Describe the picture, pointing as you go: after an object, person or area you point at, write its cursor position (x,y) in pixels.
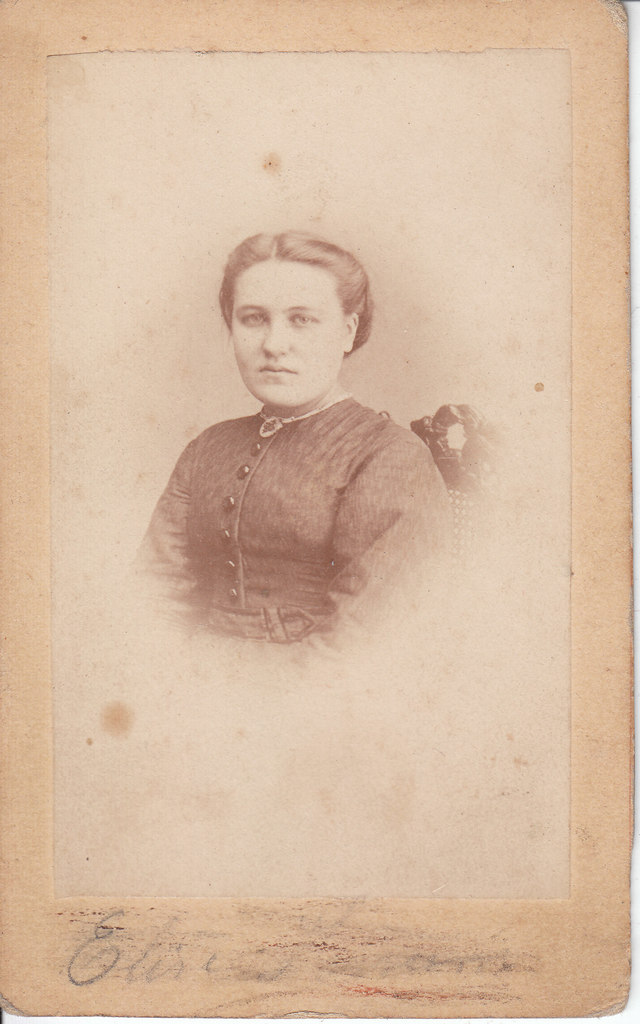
This is a paper (402,170). In the center of the image (308,473) we can see a lady (314,586), chair (463,486). At the bottom of the image (270,962) we can see some text (326,950).
